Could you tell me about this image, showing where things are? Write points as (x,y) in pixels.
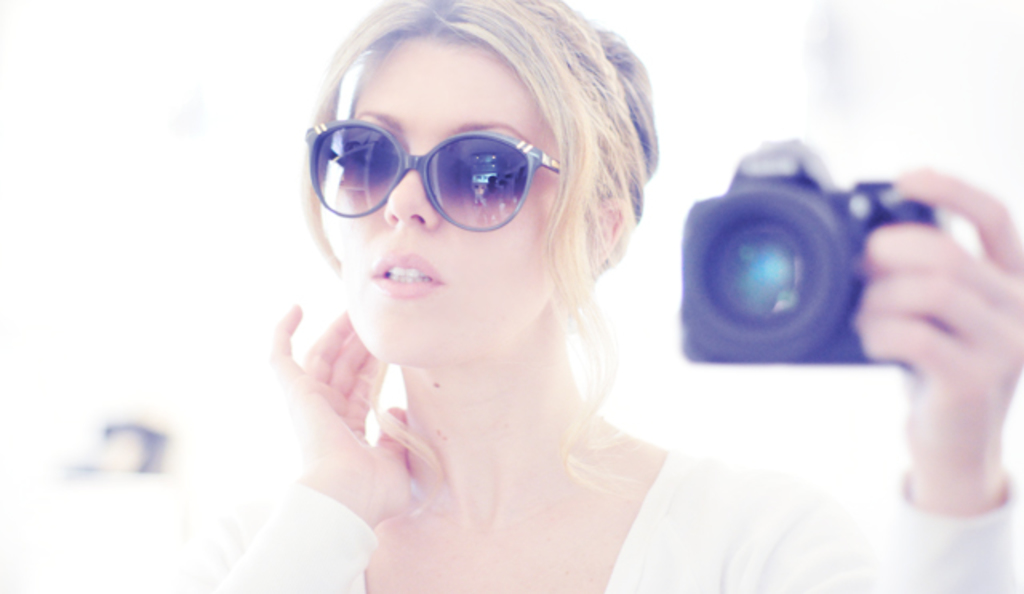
This woman (579,412) wore spectacles (518,180) and holding a camera (796,235). This woman (874,259) is giving a still.
